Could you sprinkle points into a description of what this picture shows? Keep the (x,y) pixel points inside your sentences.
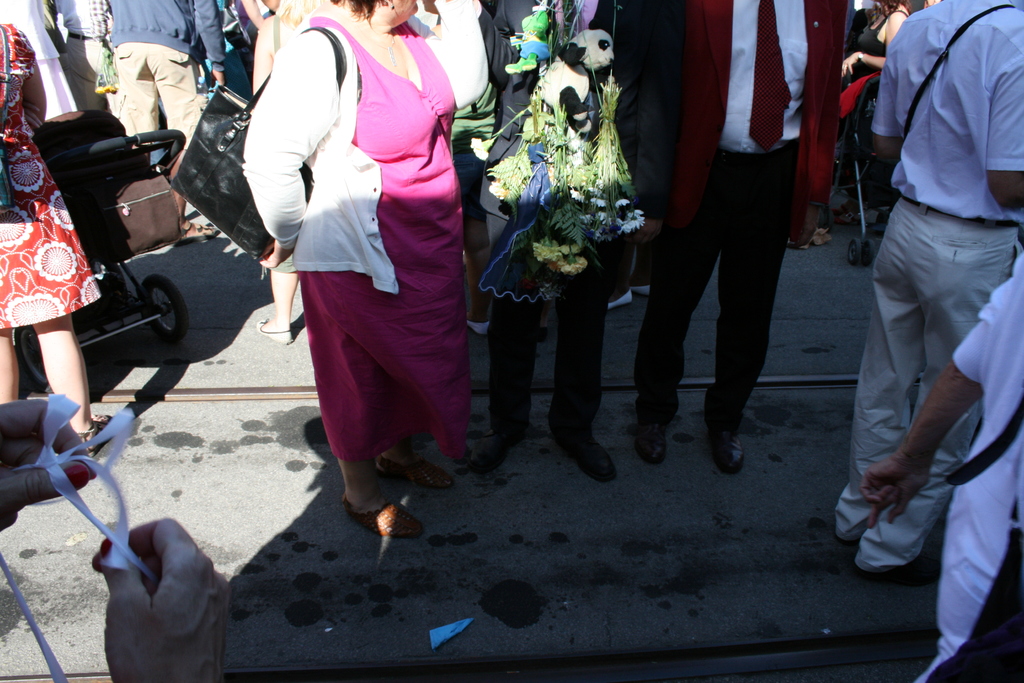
In this image I can see the ground (630,568) and number of persons (482,175) are standing on the ground (200,305). I can see two strollers (118,169) on the ground (186,276).
